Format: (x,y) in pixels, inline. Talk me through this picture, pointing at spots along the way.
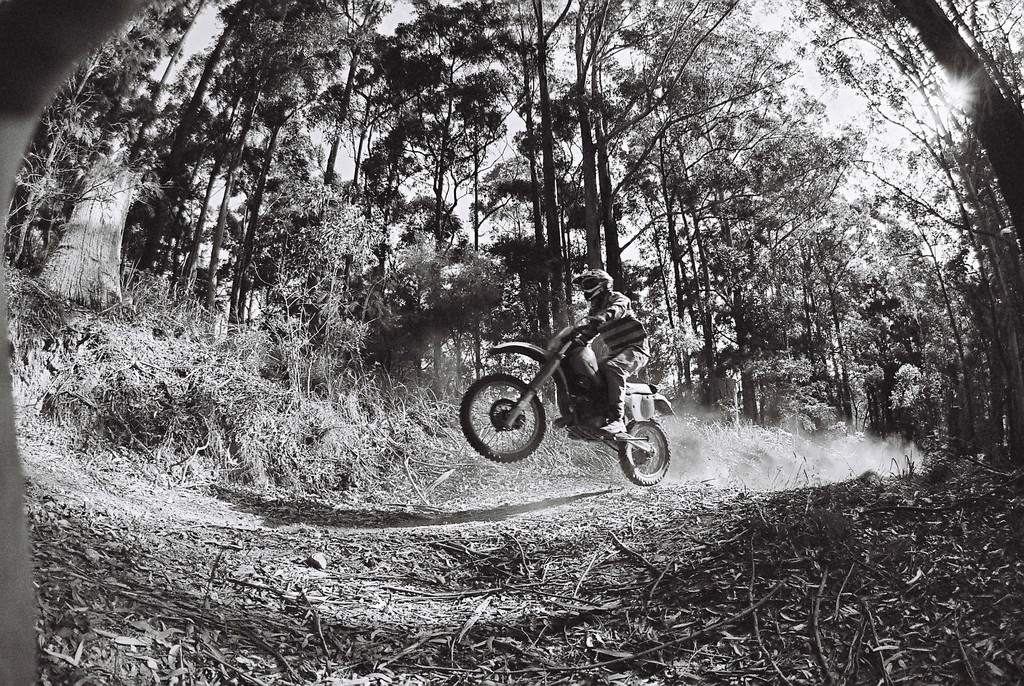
Here we can see a black and white picture, in this we can find a person (618,398) is riding motorcycle (634,394), in the background (703,348) we can see few trees (435,381).
